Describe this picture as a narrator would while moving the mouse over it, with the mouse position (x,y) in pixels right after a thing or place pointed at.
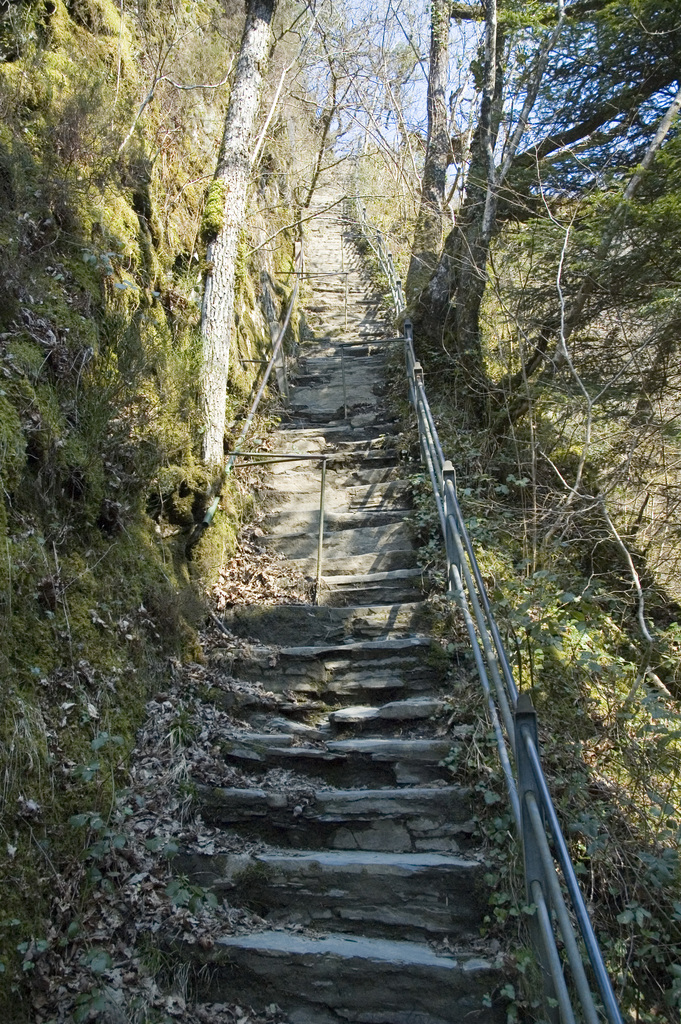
In this picture we can see steps (315,468), trees (566,46) and in the background (453,44) we can see the sky (461,119).
